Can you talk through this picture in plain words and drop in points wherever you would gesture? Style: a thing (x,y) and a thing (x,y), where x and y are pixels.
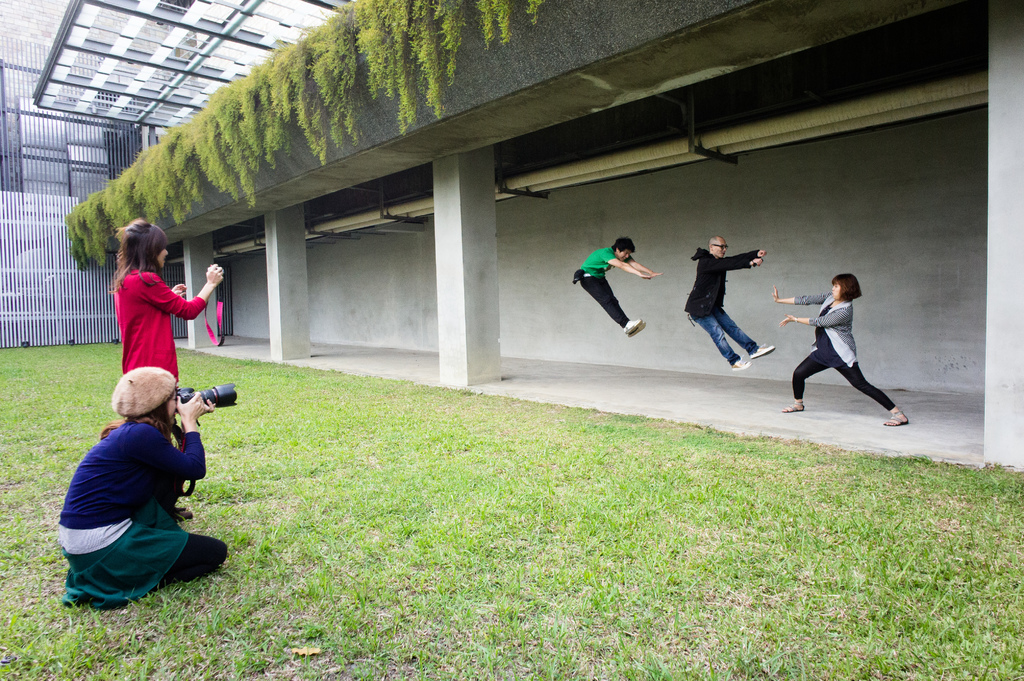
In this picture I can observe some people (592,268). Two of them are in the air. On the left side (165,493) there is a person (161,476) holding a camera (208,396) in her hand (194,404). I can observe some grass (355,511) on the ground (324,482). There are some plants (256,100) and pillars (295,300). In the background (29,22) there is a wall (41,19).
